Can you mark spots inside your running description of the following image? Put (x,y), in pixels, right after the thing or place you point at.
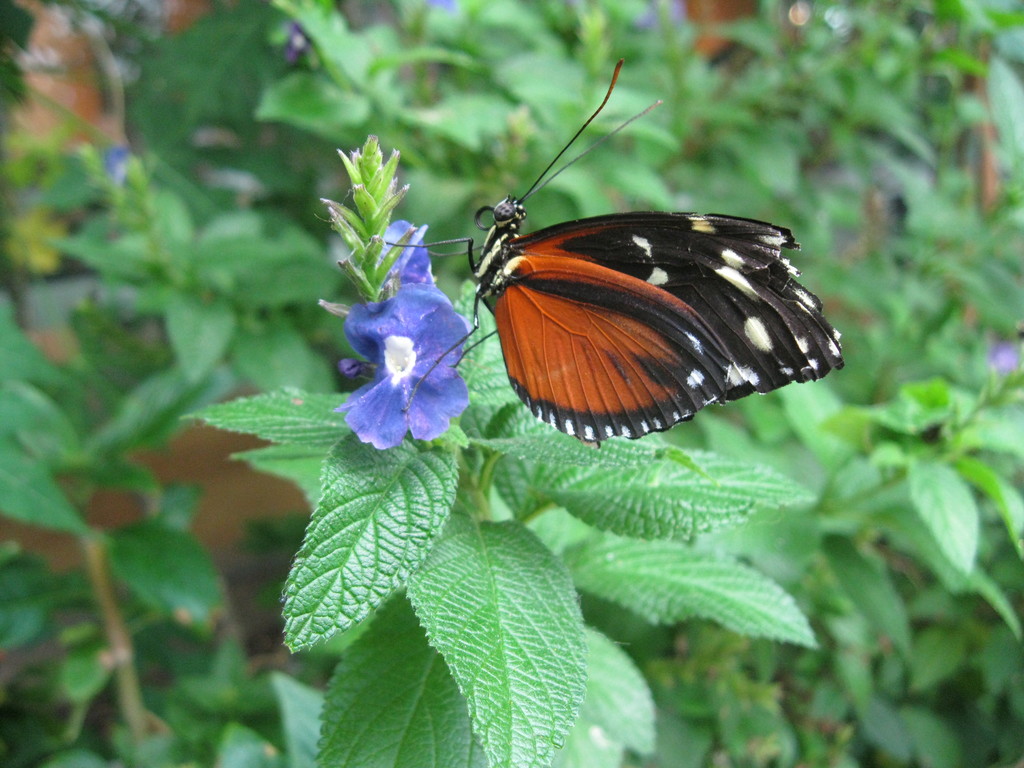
In this image, we can see a butterfly (717,293) on the plant (523,434). In the background (280,670), image is blurred.
